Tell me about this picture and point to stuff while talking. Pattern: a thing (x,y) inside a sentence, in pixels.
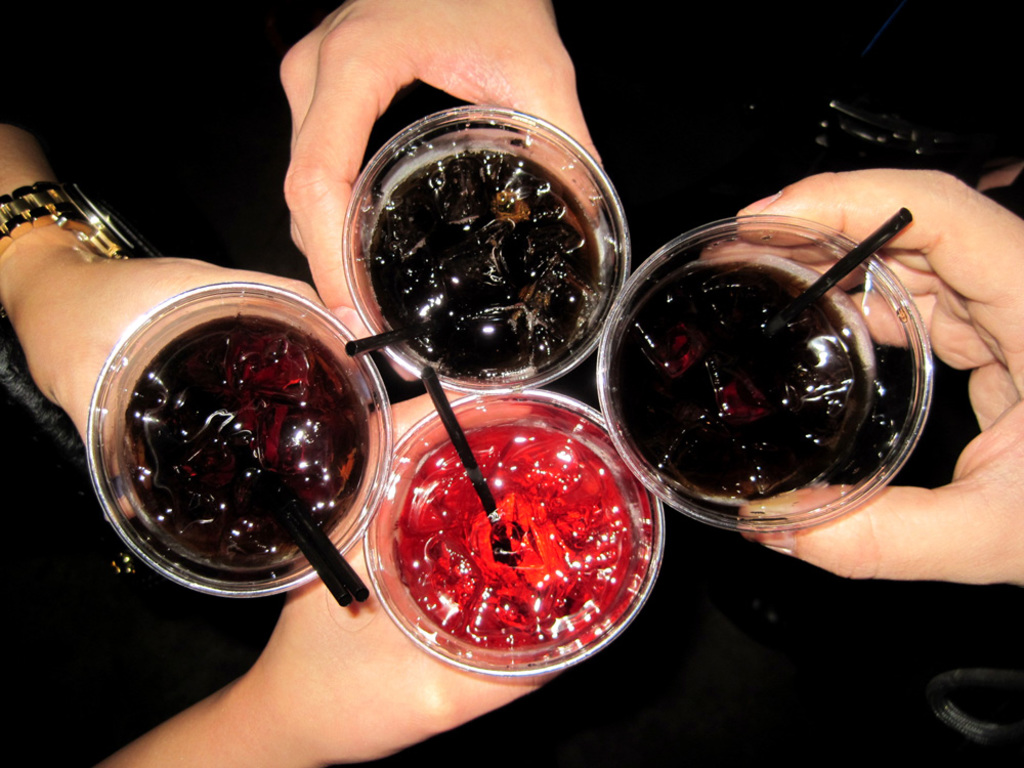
In this image we can see some different colors of drinks (451,362) which are held by some persons hands (965,457).
